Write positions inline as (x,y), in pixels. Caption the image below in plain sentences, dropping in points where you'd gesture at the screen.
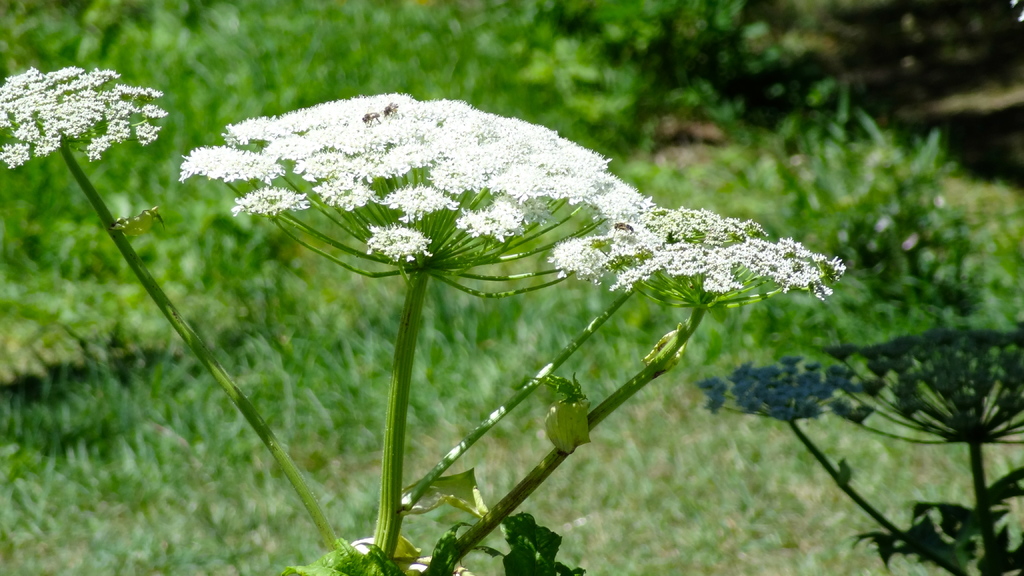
In the picture I can see flower plants (357,269). These flowers (390,247) are white in color. The background of the image (316,313) is blurred.
